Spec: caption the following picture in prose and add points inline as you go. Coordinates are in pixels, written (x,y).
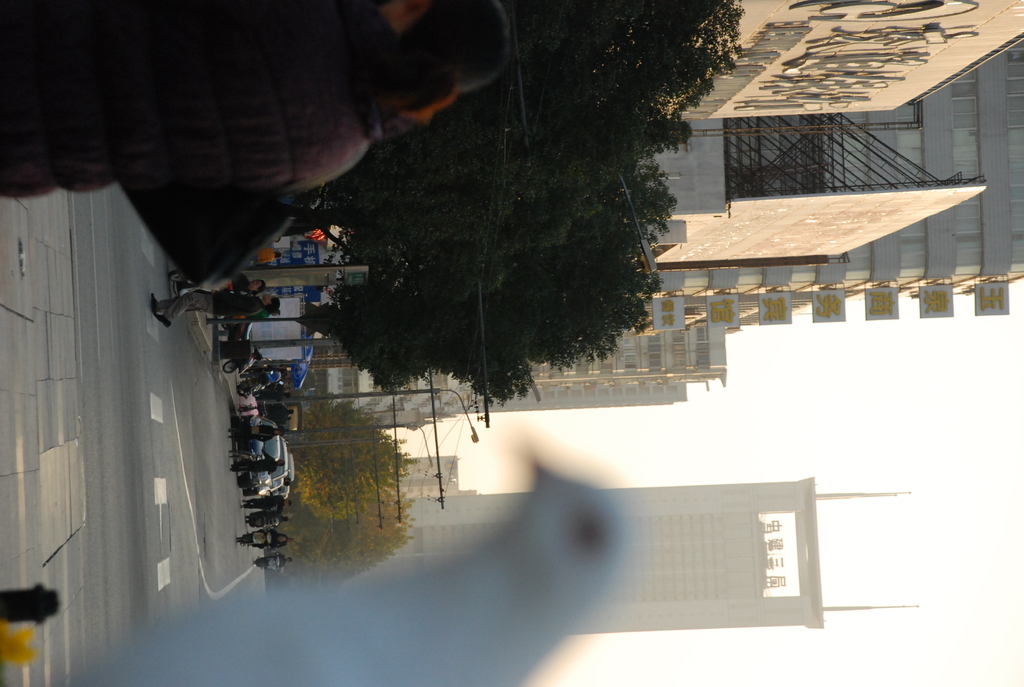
It is a tilted picture there are some people (249,404) walking on the road (168,394) and some vehicles (253,479) are moving beside them and beside the footpath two cars (286,471) are parked and in the left side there is a store (322,303) and plenty of buildings (598,370), there are two trees (428,245) beside the road (217,483).
